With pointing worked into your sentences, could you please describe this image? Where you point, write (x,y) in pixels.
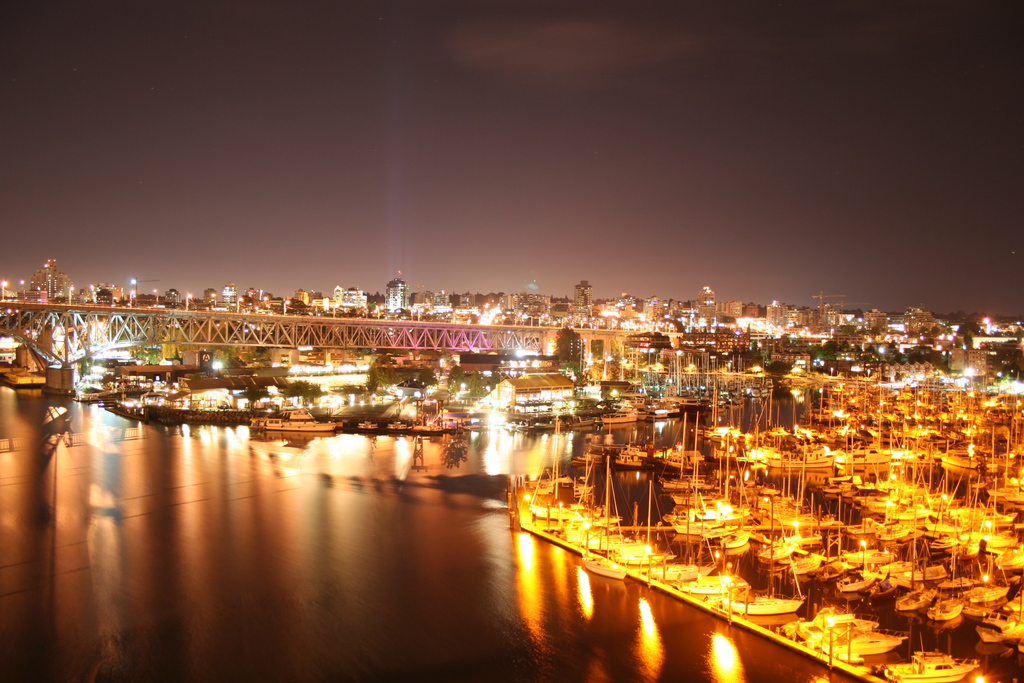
In this image I can see the water (526,629). I can see the boats (725,456). I can see the bridge (330,335). In the background (505,312), I can see the buildings (584,314). I can see the lights (767,327). At the top (458,142) I can see the sky (348,156).
